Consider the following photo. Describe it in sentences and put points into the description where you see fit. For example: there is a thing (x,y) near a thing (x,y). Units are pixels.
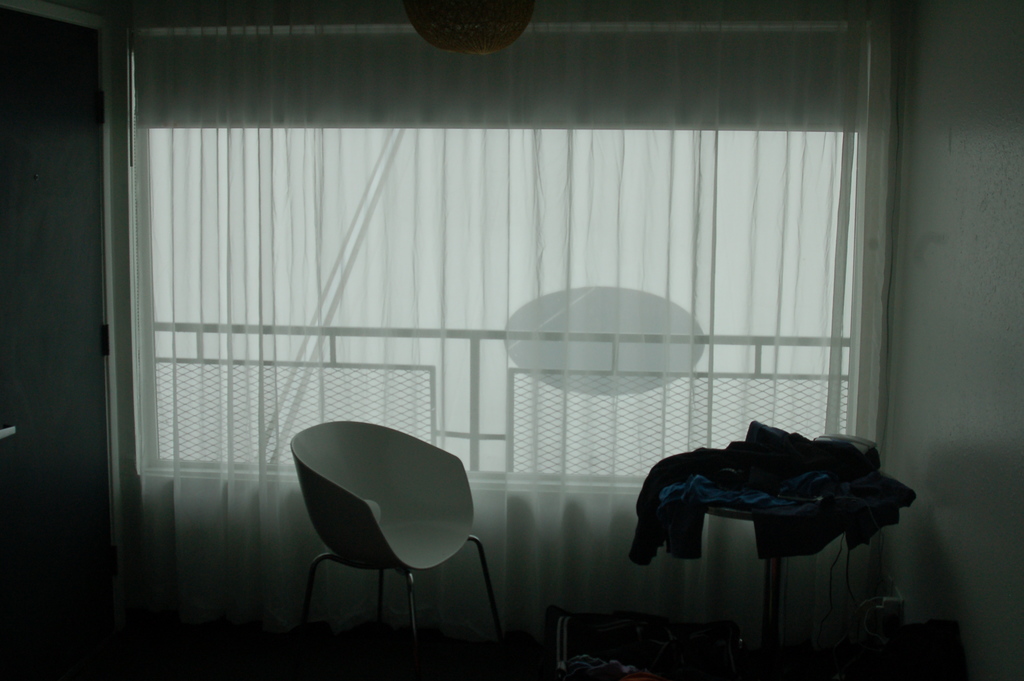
In this image we can see a white color chair (387,533). In front of it one table (770,544) is there. On table (769,571) cloths (763,488) are present. Behind it one window (602,304) is present and curtain (279,206) is there.
